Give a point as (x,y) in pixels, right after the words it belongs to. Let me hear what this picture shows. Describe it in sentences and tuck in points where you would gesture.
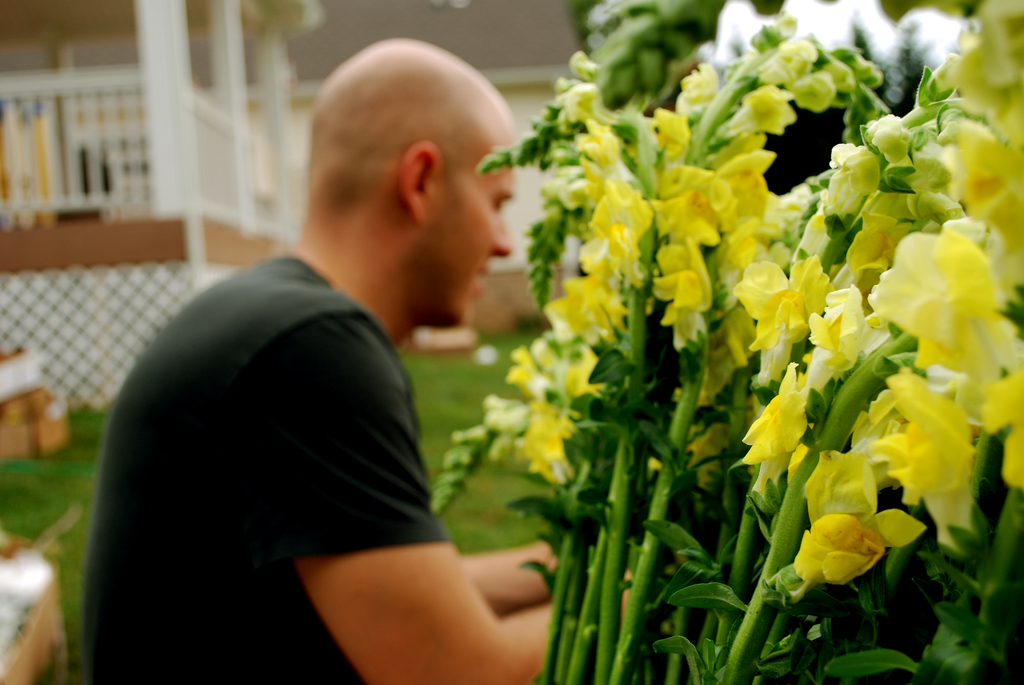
In this picture there is a person (279,501) sitting. On the right side of the image (862,242) there are flowers (642,216) on the plant (796,495). On the left side of the image (149,233) there is a building (136,185) and there are objects (42,650) on the grass (69,483).
